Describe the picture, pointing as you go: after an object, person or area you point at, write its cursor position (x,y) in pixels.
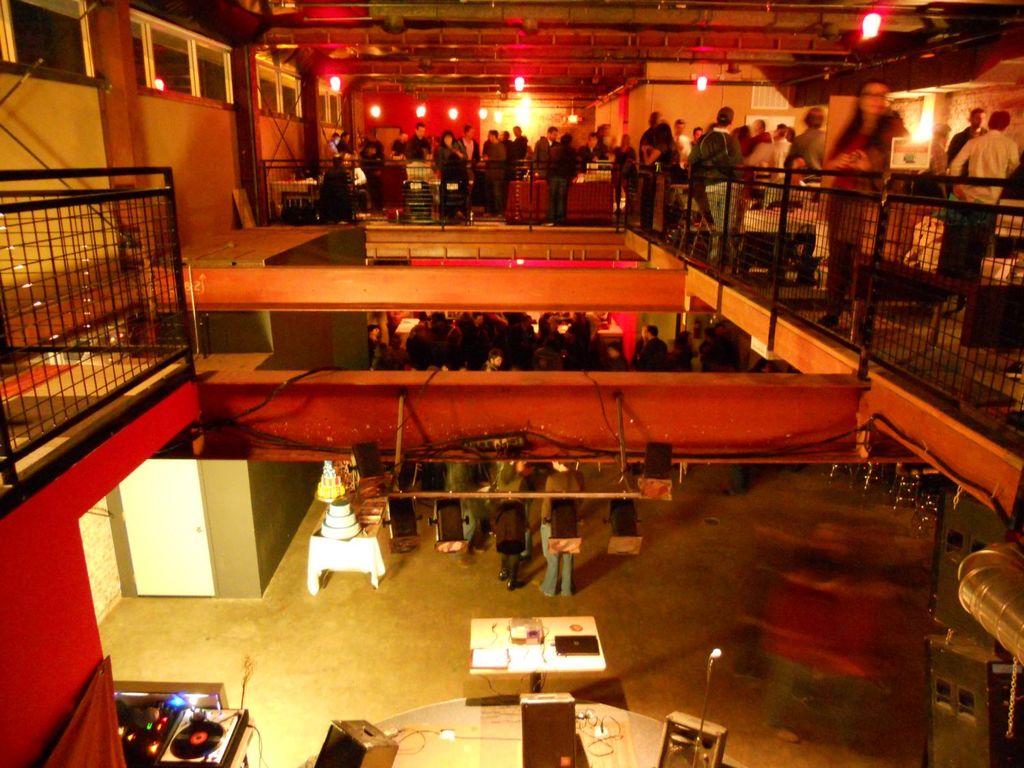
It is an inside view of a building (532,418). Here we can see a group of people (961,172), grills (15,435), walls (197,179), glass objects (77,54), lights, rods (486,165), door (164,531), few tables (526,647), some items (980,748) and floor (384,628). Here we can see few things (533,634) and objects (182,740) are placed on the tables (541,646).
